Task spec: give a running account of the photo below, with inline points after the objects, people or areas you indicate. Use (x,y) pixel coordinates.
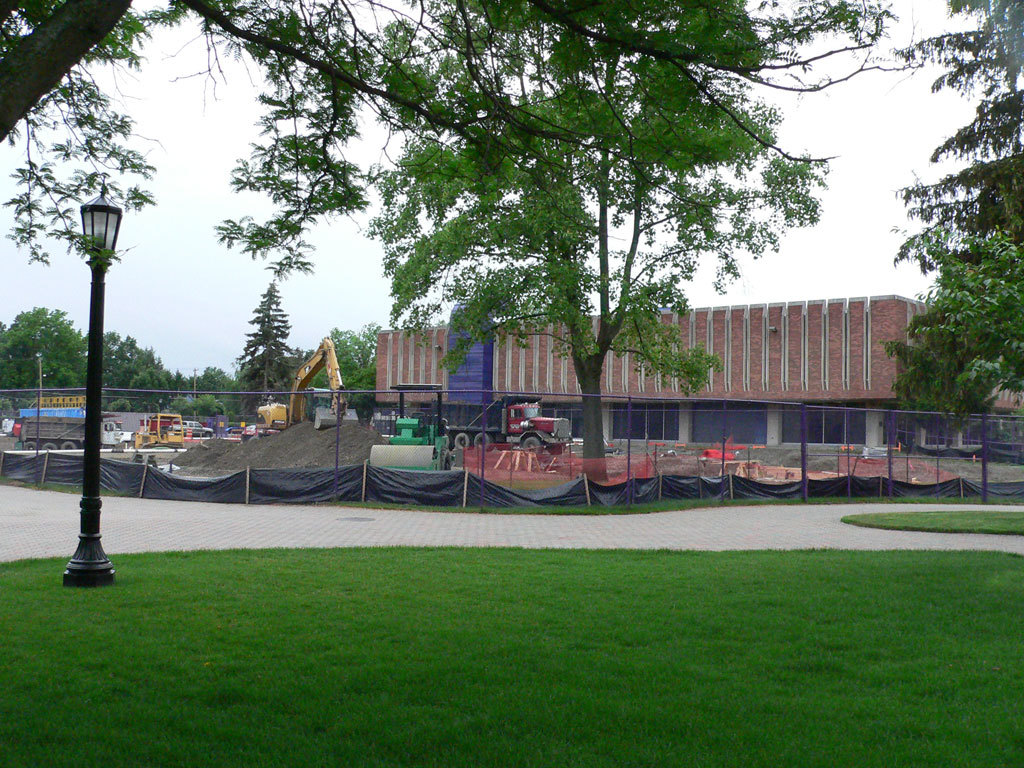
There is a garden (415,589) and in front of the garden (401,671) there is a big building (782,355) and in front of the building (859,341) there are some big cranes (330,401) and vehicles (521,431) are parked and there are plenty of trees (43,347) in the garden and in the background (768,166) there is a sky (697,179).
